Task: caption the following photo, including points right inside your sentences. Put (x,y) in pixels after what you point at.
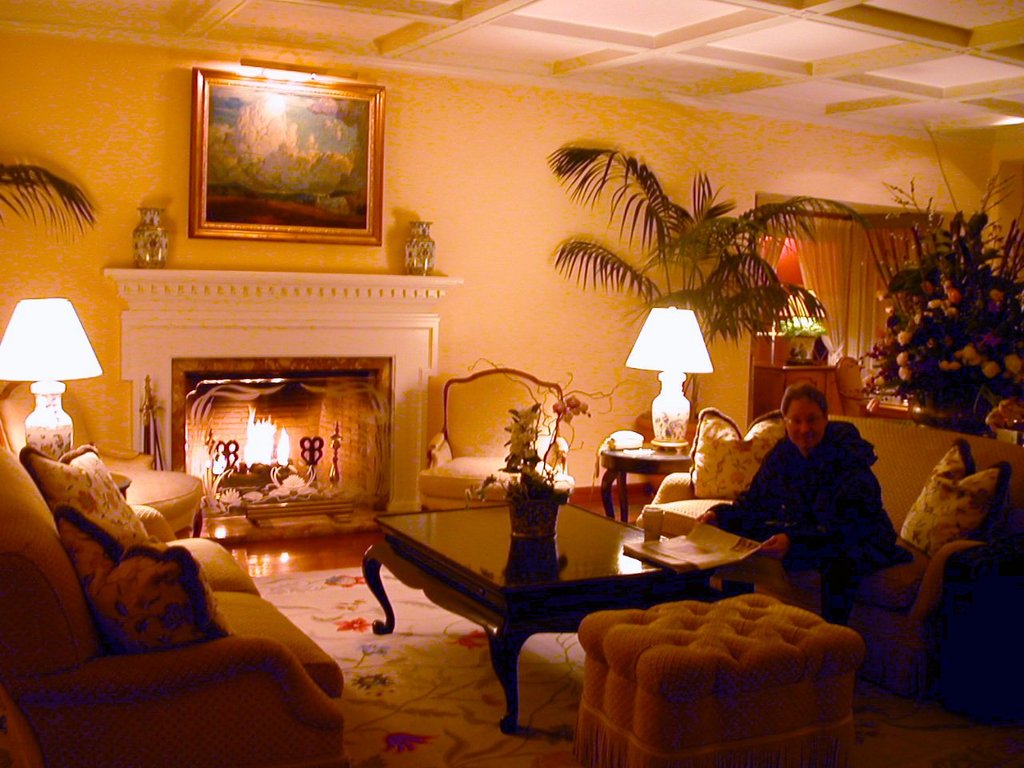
In this image I can see few sofas (259,762) and numbers of cushions (945,524) on it. I can also see a person (867,466) is sitting on a sofa (894,435). Here on this table (508,552) I can see a plant (530,418). In the background (604,260) I can see two lamps (673,373), few more plants (970,249) and a frame (298,229) on this wall (511,155).
